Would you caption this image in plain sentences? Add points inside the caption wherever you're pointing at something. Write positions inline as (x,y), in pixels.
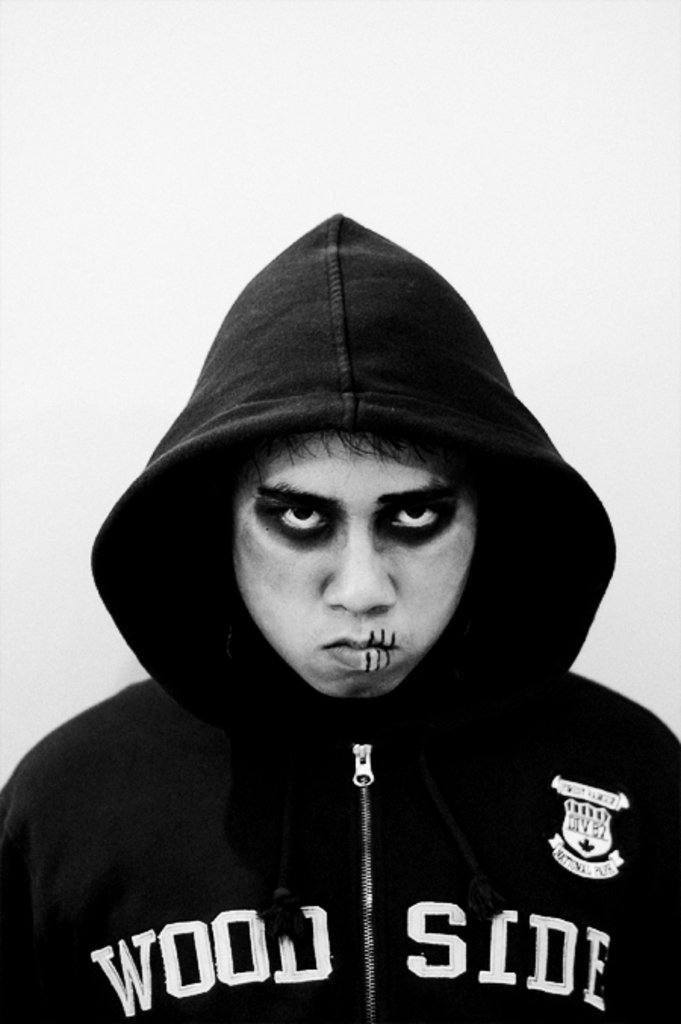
In the front of the image (313,448) I can see a person (395,692) wearing a jacket (430,833). In the background of the image (604,494) it is in white color.
